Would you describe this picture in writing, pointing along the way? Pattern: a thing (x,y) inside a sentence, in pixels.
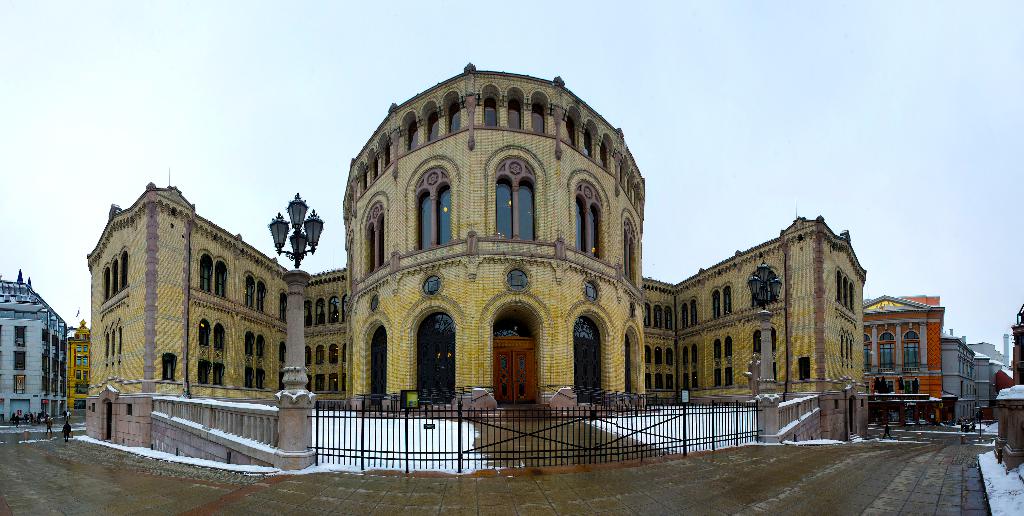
In the center of the image (425,230) we can see a buildings (368,312), lights (273,226), grills (519,437) are present. At the bottom of the image (671,492) ground (676,494) is there. At the top of the image (734,87) sky (709,96) is present. On the left side of the image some persons (31,417) are there.
